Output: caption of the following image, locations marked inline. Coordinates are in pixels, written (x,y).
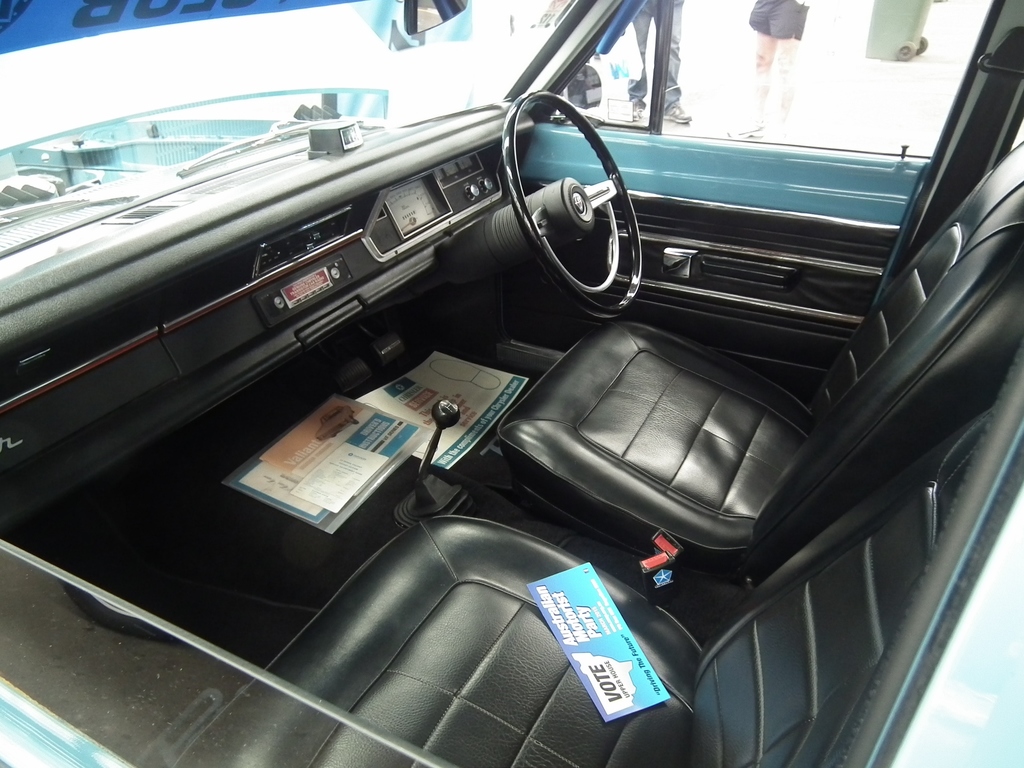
This picture is taken inside the car (555,445). In the car (552,201) there is a steering (549,190). In front of the steering (506,147) there are two seats (624,484). In the middle (428,452) there is a gear rod (424,472). On the left side (153,121) there is a mirror (268,97). On the right side (780,57) top corner there are two persons (677,68) standing on the floor (847,71). On the seat (626,626) there is a card (594,663).
